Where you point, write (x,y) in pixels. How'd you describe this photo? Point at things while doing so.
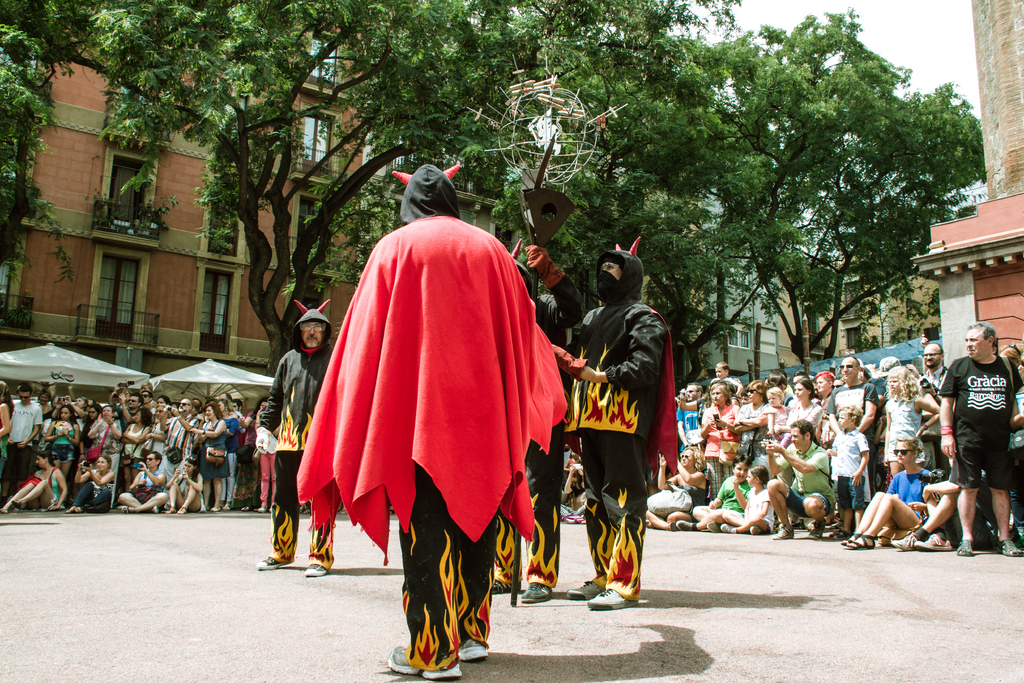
In this picture we can see some performers (424,385) are performing on the road (493,634), some people (20,445) are standing and watching. Back side, we can see some buildings (82,217), trees (47,204).
